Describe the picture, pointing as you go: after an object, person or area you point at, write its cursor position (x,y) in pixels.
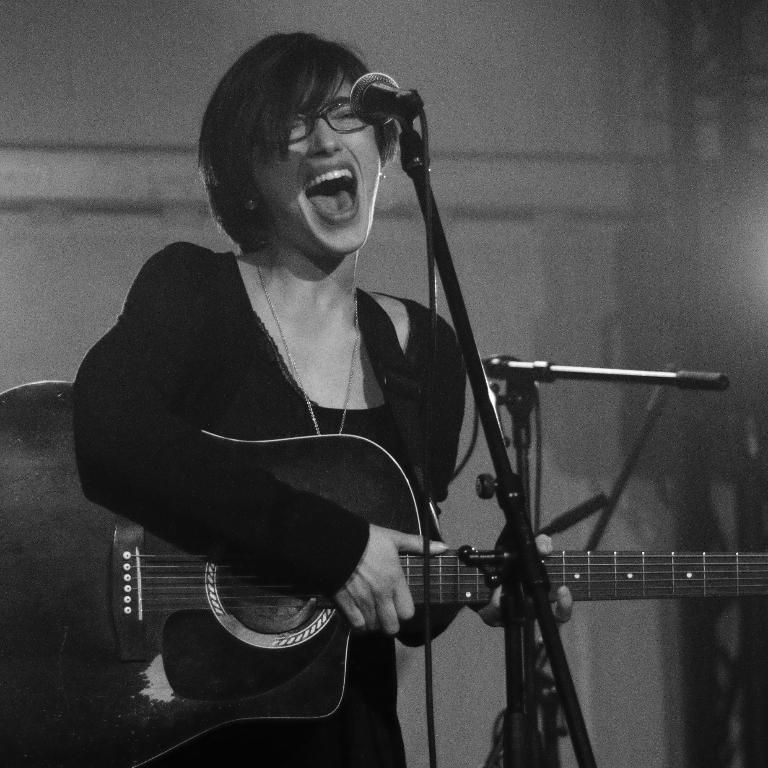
In the picture we can see a woman (320,154) standing and holding a guitar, she is singing near the microphone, in the background (409,270) we can see a wall (13,349).
